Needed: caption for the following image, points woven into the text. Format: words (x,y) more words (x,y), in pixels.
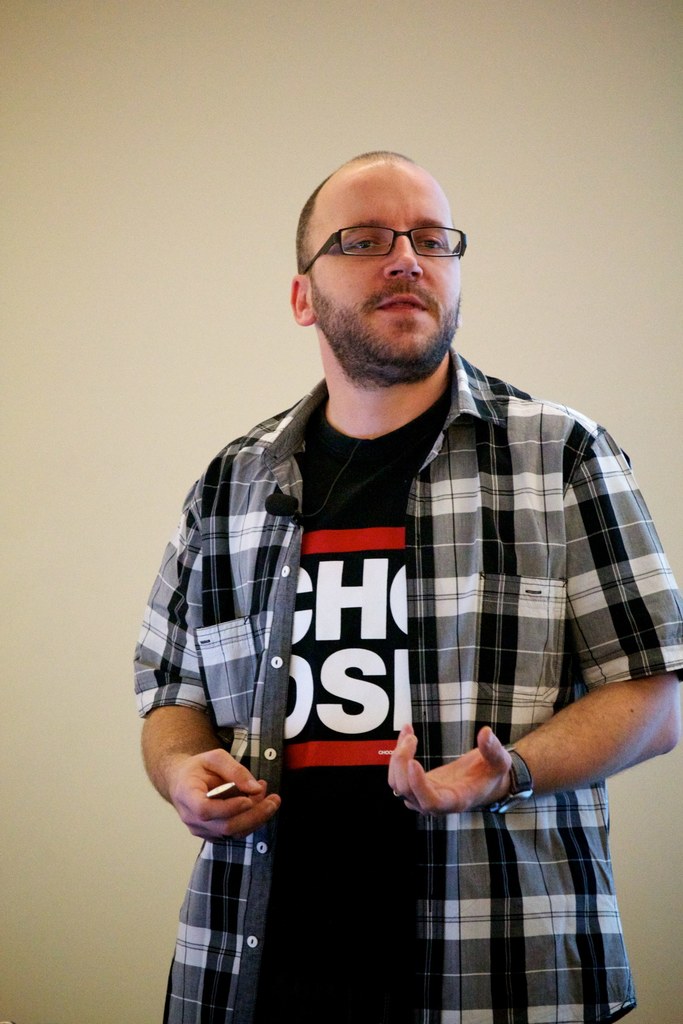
In this image there is a man (423,597) standing. He is wearing a watch (517,773) and spectacles (430,250). There is a mic (285,510) to his shirt (319,524). Behind him there is a wall (360,111).
